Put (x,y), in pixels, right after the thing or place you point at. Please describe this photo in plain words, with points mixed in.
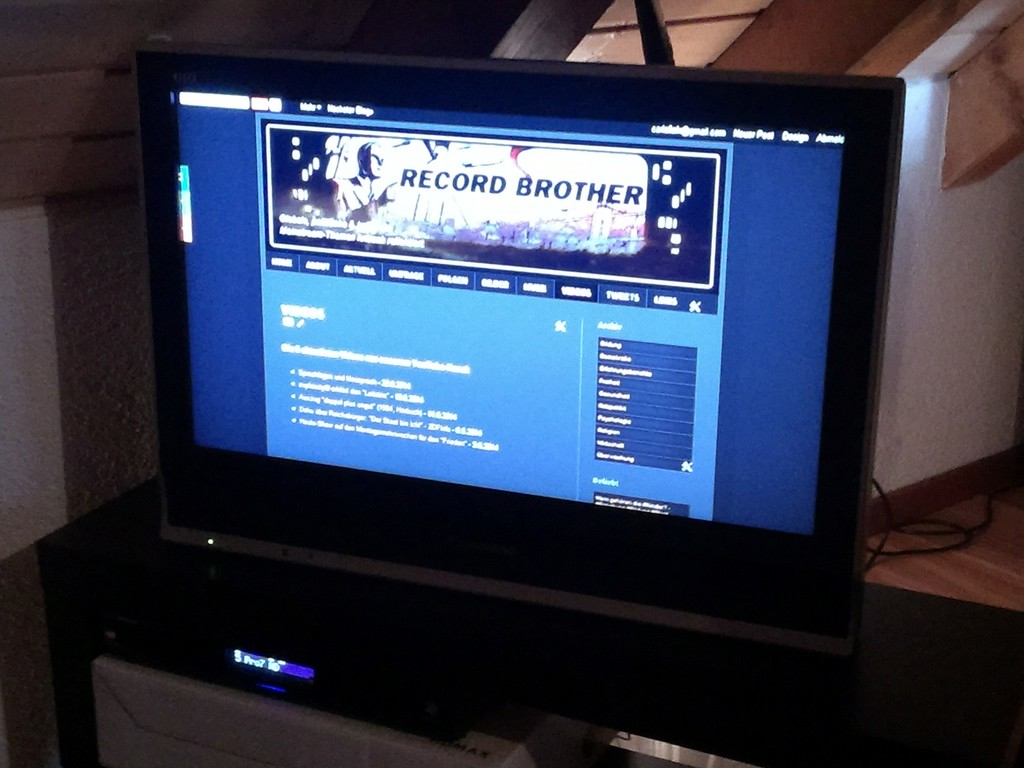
In the center of the image (660,296) we can see a picture (360,198) and some text (434,180) on a television screen (540,487) placed on the table (501,670). At the bottom of the image (288,688) we can see a device (292,668) placed on a shelf (410,634). On the right side of the image (928,531) we can see some cables (881,549). At the top of the image (1003,50) we can see some wood poles (845,52).
